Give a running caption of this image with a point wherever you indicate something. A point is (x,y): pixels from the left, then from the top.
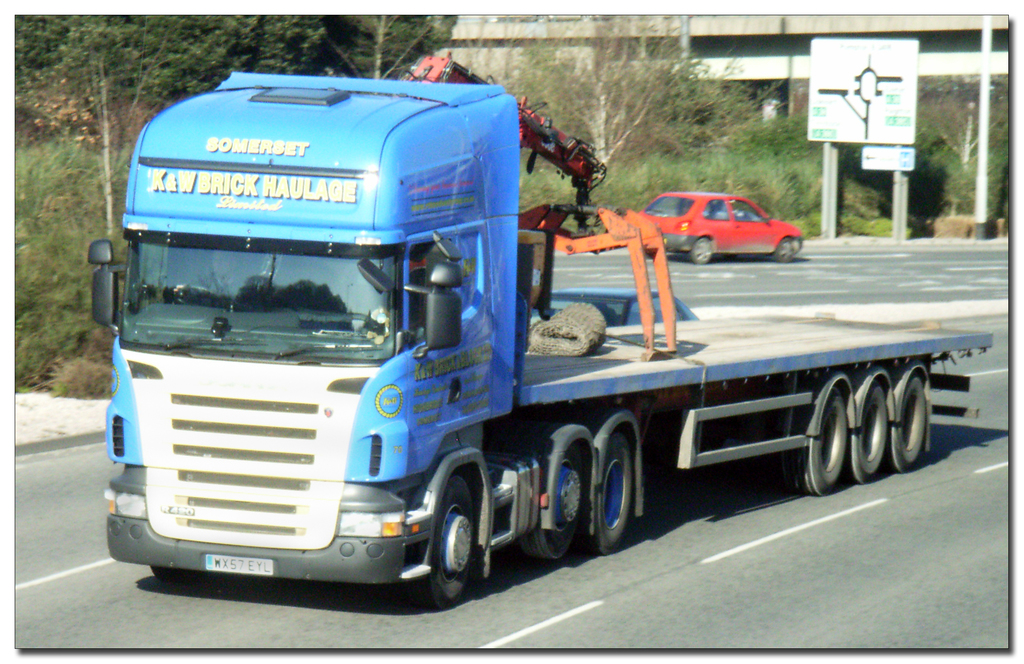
In this picture there is a vehicle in the center of the image (531,284) and there is a car (750,225) and a sign pole (898,178) on the right side of the image (895,146) and there are trees (82,52) in the background area of the image (224,34).
